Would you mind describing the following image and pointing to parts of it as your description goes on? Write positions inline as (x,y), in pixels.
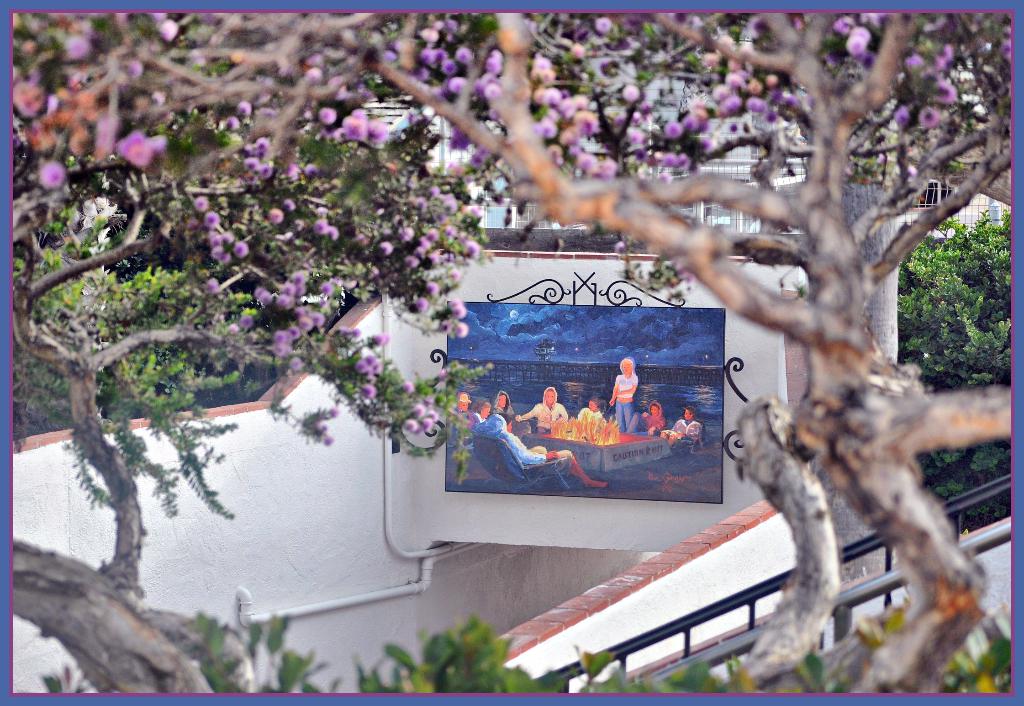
In this picture we can see flowers (314,321), walls (355,632), pipes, fences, frame (638,449) and in this frame (703,367) we can see some people (696,423), water (533,395), sky (595,349) and in the background (682,170) we can see buildings (741,153).
